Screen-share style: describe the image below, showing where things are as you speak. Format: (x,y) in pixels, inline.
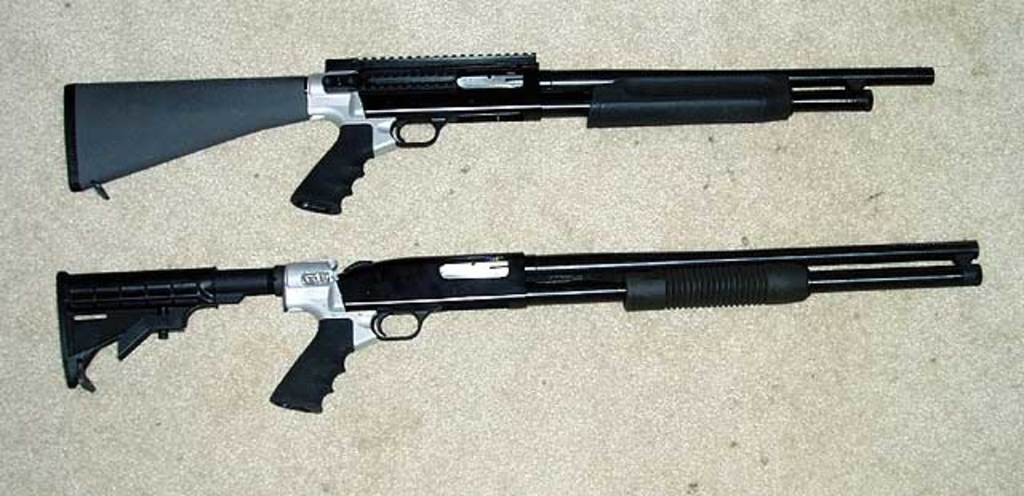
In the center of the image (438,268), we can see guns (408,299) on the carpet (377,407).
